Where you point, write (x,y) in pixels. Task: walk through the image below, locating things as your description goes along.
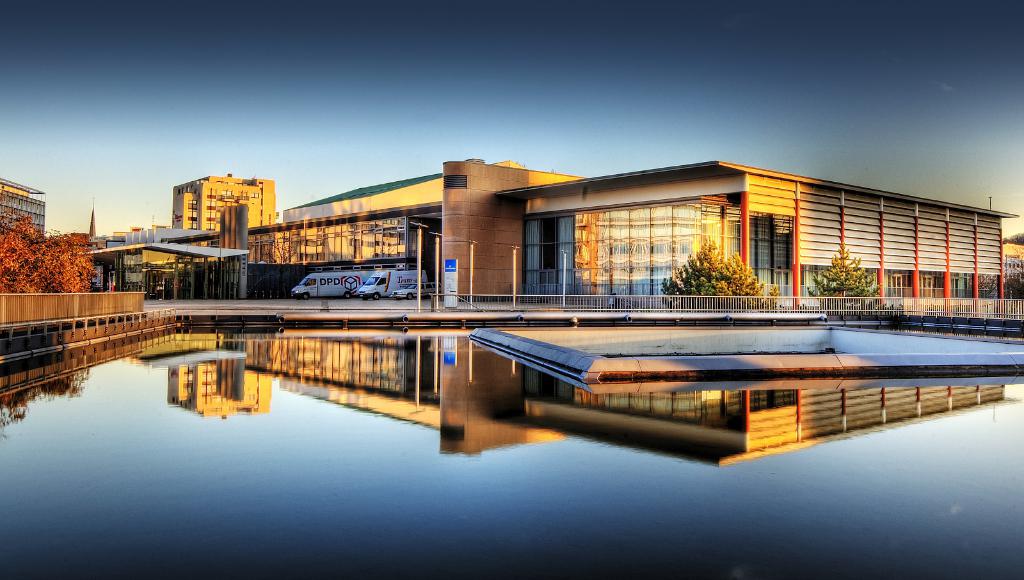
We can see water (708,438) and fence (710,306). On the background (681,251) we can see buildings (162,235), trees (54,273), vehicles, poles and sky (199,21).
